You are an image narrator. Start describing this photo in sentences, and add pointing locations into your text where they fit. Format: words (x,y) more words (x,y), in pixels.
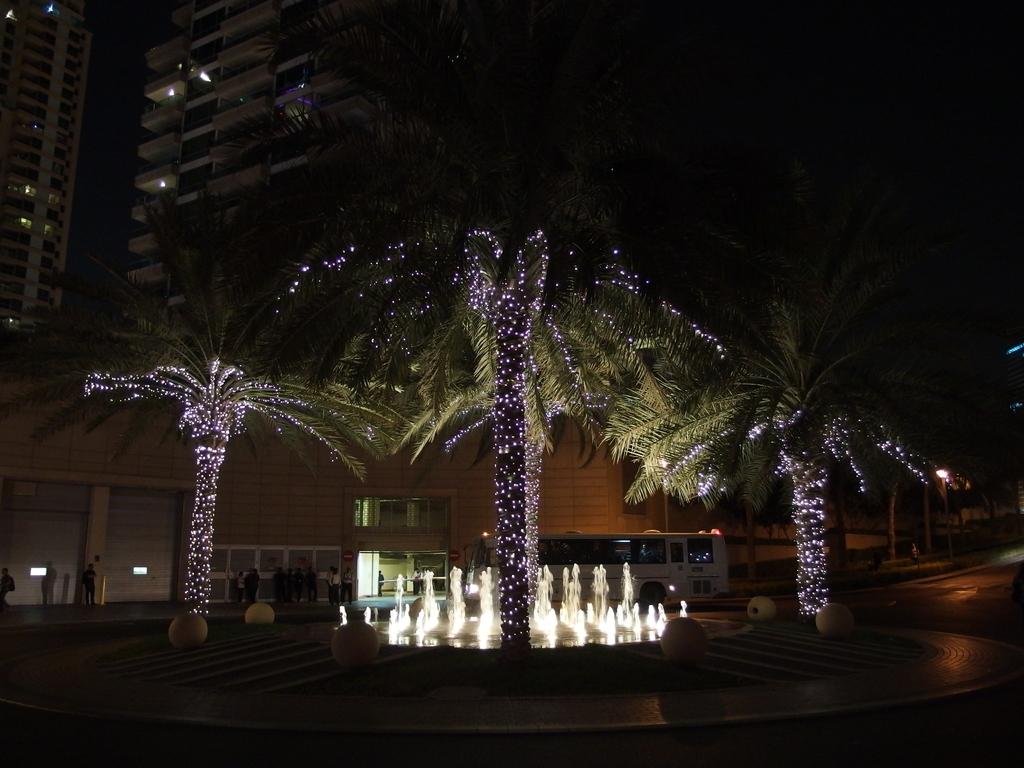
In the center of the image (505,391) we can see a fountain (488,604), trees (510,526), lights (525,554), bus (622,563), some persons (298,595) are there. On the left side of the image (181,298) we can see buildings (172,174) are there. At the bottom of the image (625,722) ground (471,730) is present. At the top left corner (106,99) sky (99,209) is there.
